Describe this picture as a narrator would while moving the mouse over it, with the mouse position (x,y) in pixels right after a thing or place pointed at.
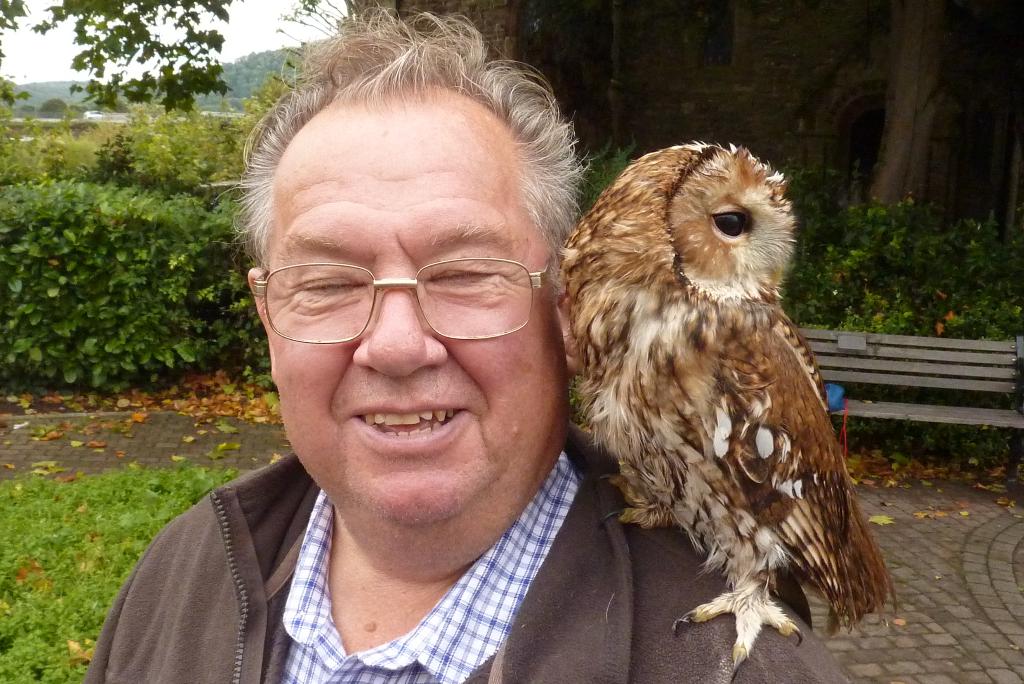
This Image consists of a man (504,407). There are plants (155,324) on the backside (145,280). He is wearing brown color jacket (122,641), he is wearing specs (513,322). A Owl (683,385) is on his shoulder (645,575).
